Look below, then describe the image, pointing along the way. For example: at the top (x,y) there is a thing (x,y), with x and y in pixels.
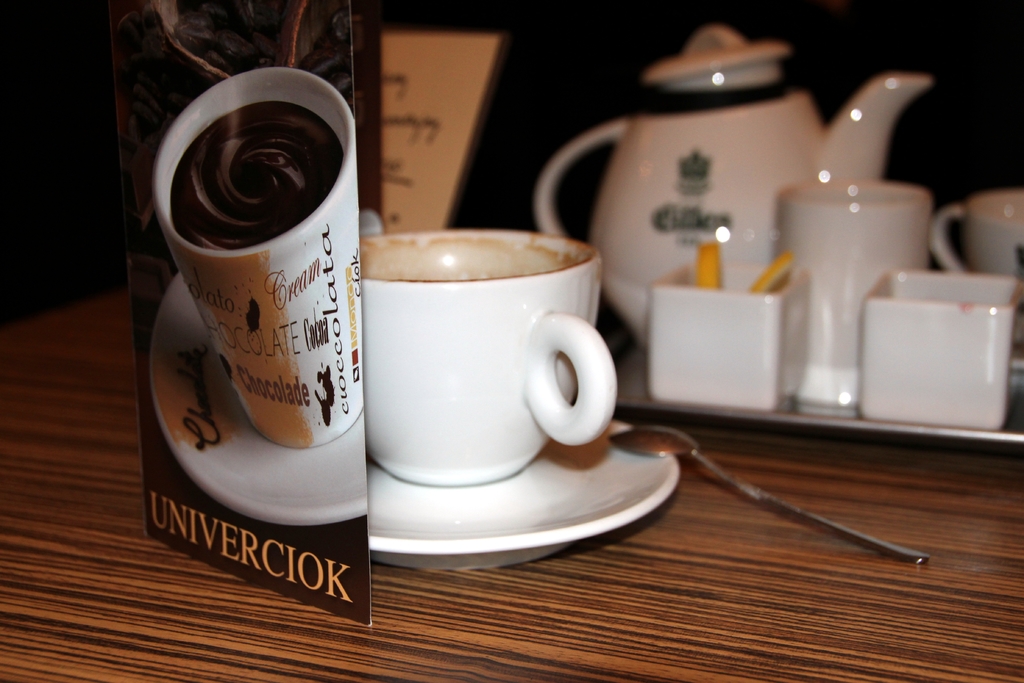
In this image we can see one spoon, two cups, two plates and some objects (707,220) on the table (400,638). There is one glass table standee (424,136) with text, one paper table standee (262,415) with image (261,402) and text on the table (517,623).
